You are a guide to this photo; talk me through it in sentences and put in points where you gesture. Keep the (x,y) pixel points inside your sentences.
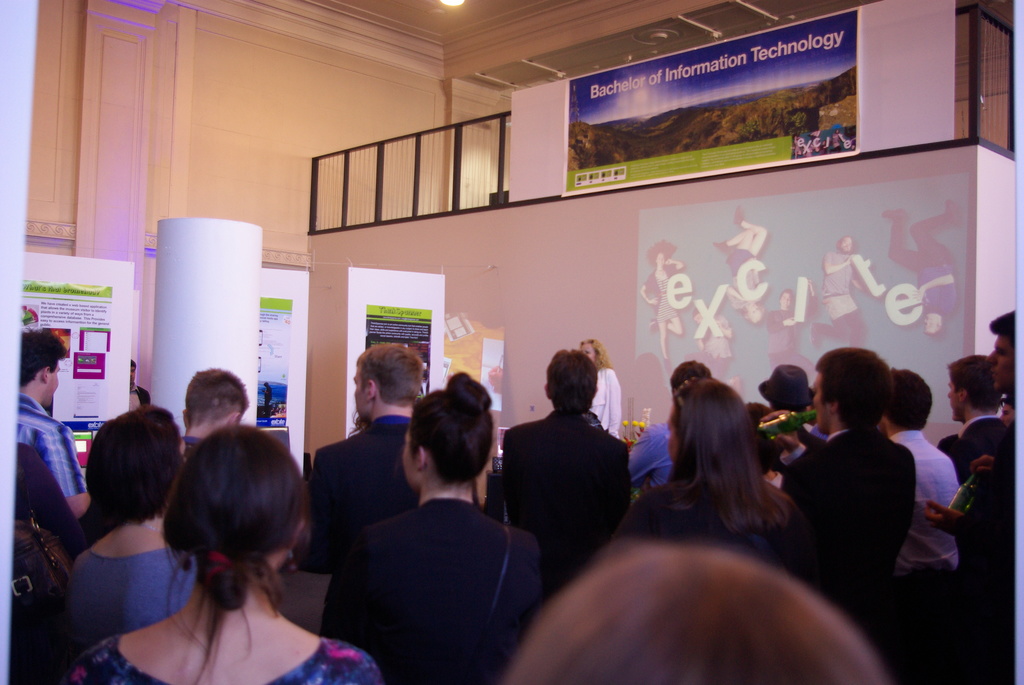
In this image I can see group of people (851,671) standing, background (81,337) I can see few banners (93,320) in white color and something written on the banners (74,325). I can also see the railing (380,164) and the wall (262,106) is in cream color.
